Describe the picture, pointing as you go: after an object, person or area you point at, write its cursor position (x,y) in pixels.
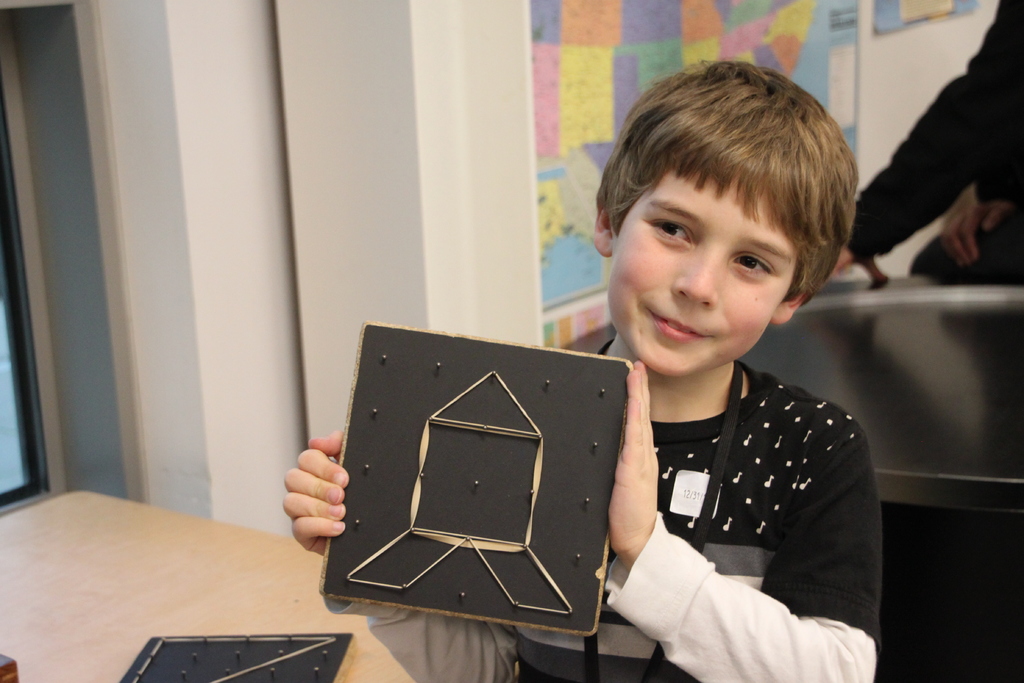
Here is the boy (692,538) standing and holding a black color object (548,473) in his hand (615,498). This looks like a wooden table (200,565). Here I can see a person's hand (992,209). This looks like a poster (661,59) attached to the wall (868,56).
